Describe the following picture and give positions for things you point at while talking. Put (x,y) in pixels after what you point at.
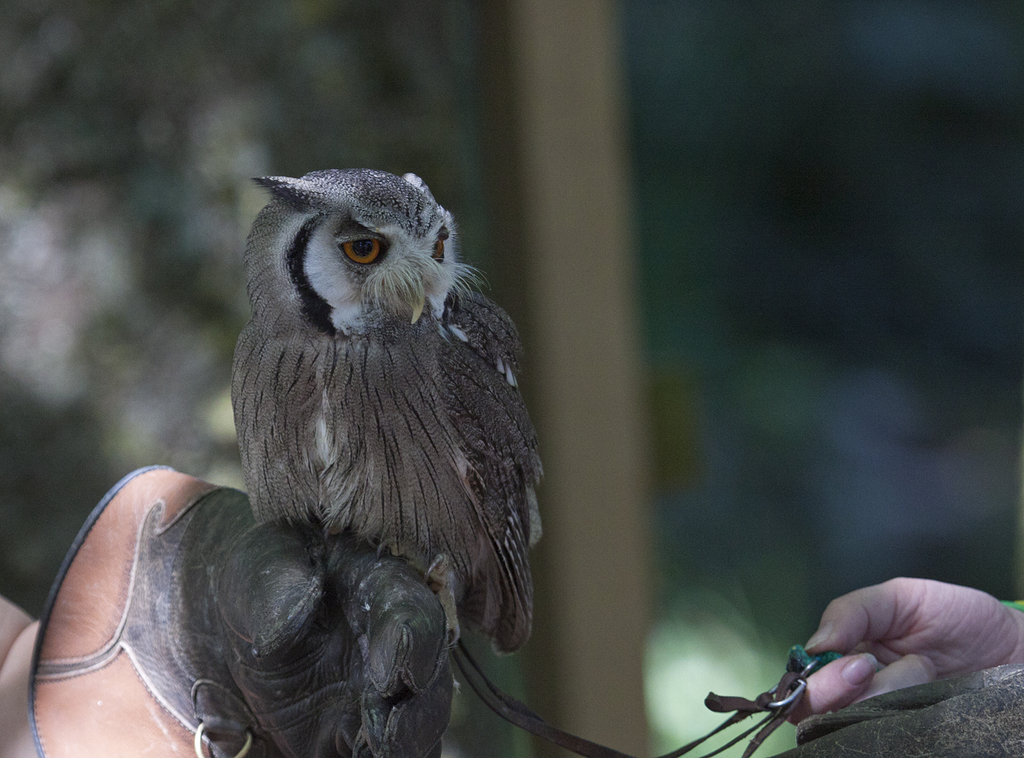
In this image we can see an owl (486,470) on the hand (253,638) of a person (20,639) wearing a glove (245,679). On the right side (885,656) we can see the hand (899,688) of a person (882,674) holding a belt (780,716).
